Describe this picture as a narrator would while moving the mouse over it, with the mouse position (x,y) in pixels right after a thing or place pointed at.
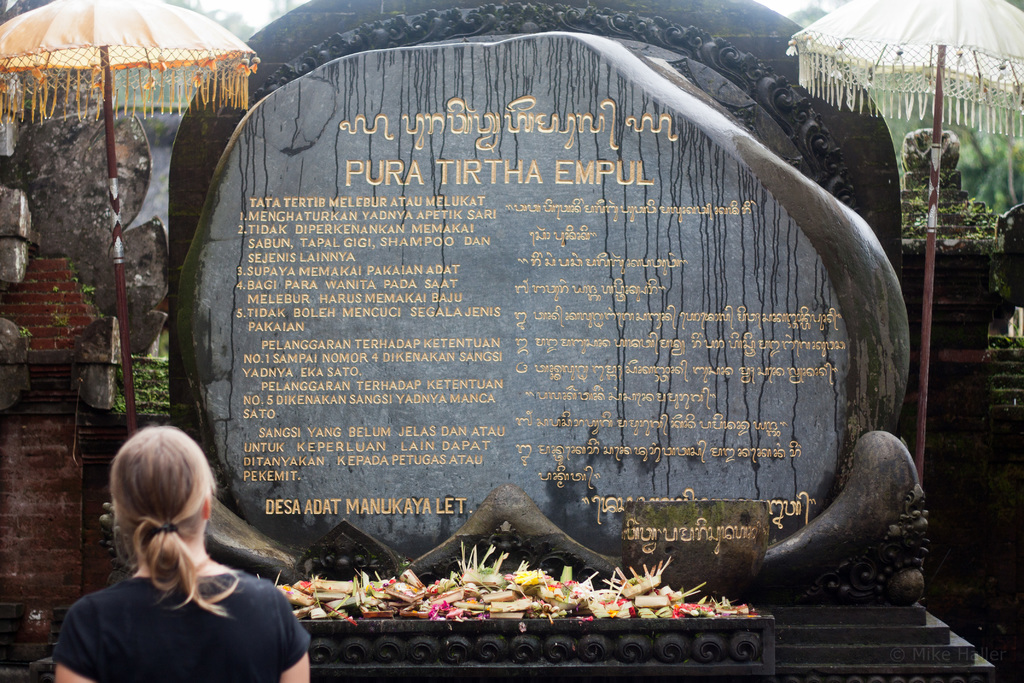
In this image we can see stone (454,333) with inscription (458,314). There are steps (829,635). Near to that there are some items (464,576). At the bottom (117,623) we can see a lady (172,597). There are umbrellas (100,89). In the back (953,279) there is a wall (967,330).
